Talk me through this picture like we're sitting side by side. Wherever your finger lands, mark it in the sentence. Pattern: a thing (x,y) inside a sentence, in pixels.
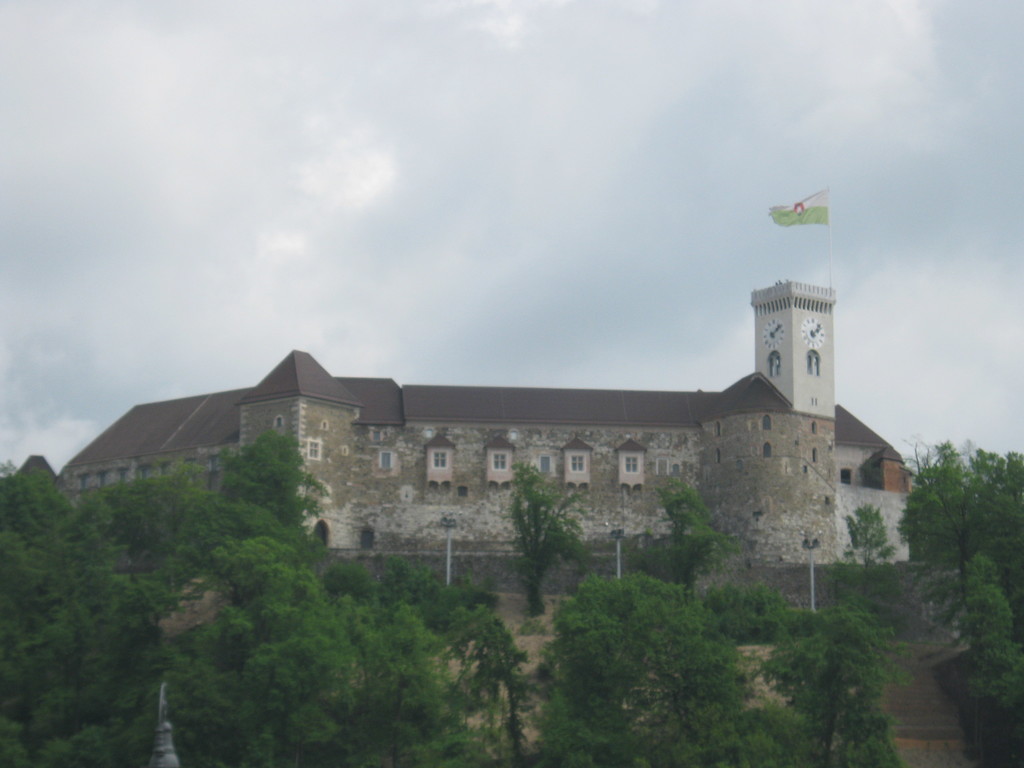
In this image in front (574,640) there are trees (644,680). In the center of the image (510,455) there is a building (707,455). There is a flag (794,214) and in the background of the image (536,185) there is sky (425,167).
